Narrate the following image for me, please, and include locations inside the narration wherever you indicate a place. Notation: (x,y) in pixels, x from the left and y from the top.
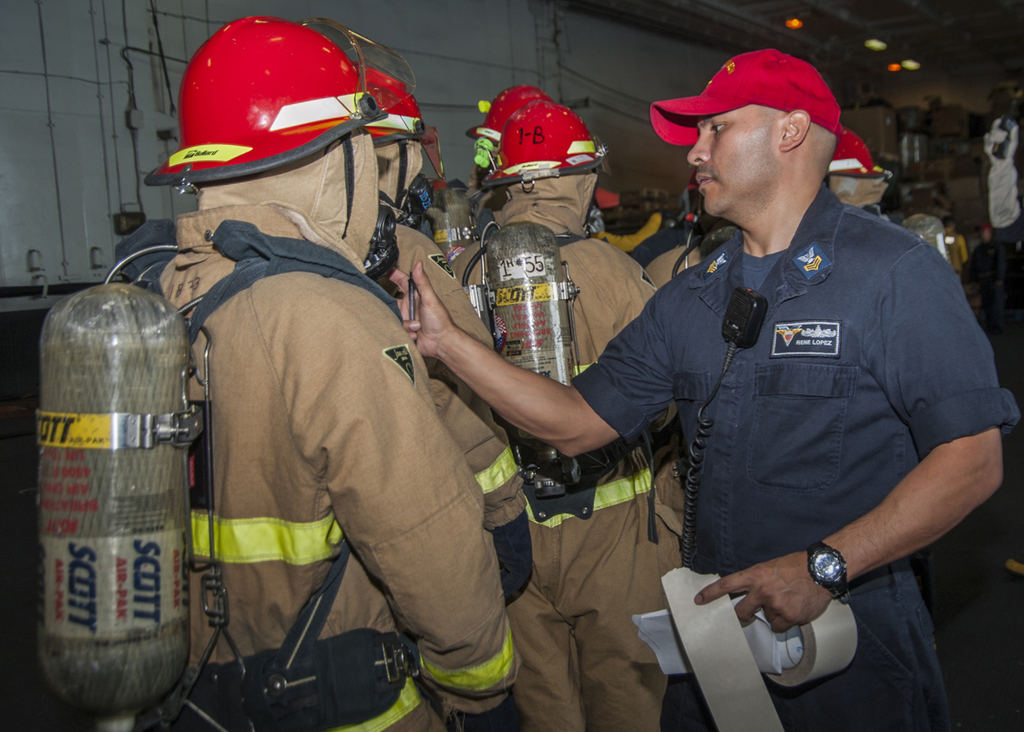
In this picture I can observe some men (445,425) carrying cylinders (154,458) on their back (586,281). They are wearing red color helmets (299,130) on their heads (543,148). In the background (496,63) there is wall (583,58).
